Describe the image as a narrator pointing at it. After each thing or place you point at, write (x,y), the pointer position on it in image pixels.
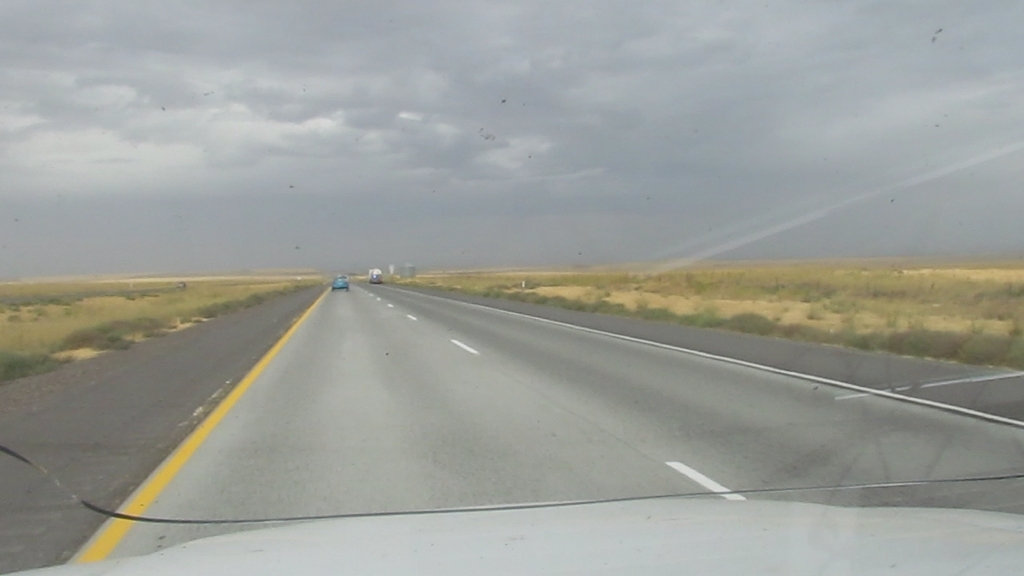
In this image we can see sky (273,150) with clouds (263,251), motor vehicles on the road (498,455) and grass (875,271) on either sides of the road (362,302).
